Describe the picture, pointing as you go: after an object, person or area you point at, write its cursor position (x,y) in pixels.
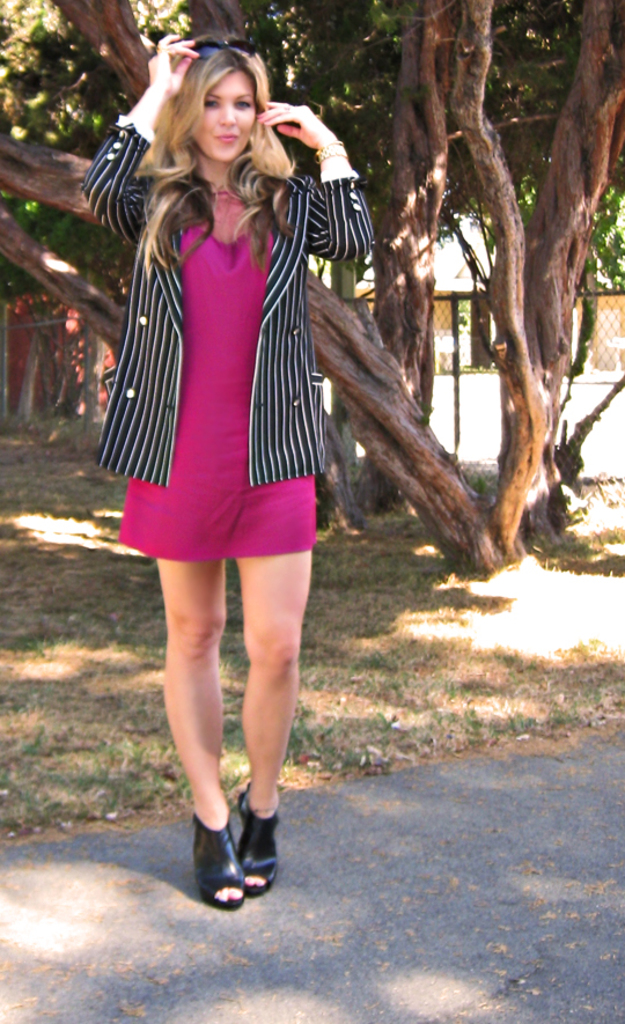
This picture is taken from the outside of the city. In this image, on the left side (207,262), we can see a woman (287,356) wearing a black color shirt (357,237) is standing on the road (201,996). In the background (480,174), we can see some trees (457,174), net fence (453,302). At the bottom (365,698), we can see a grass (336,655) and a road (336,887).
